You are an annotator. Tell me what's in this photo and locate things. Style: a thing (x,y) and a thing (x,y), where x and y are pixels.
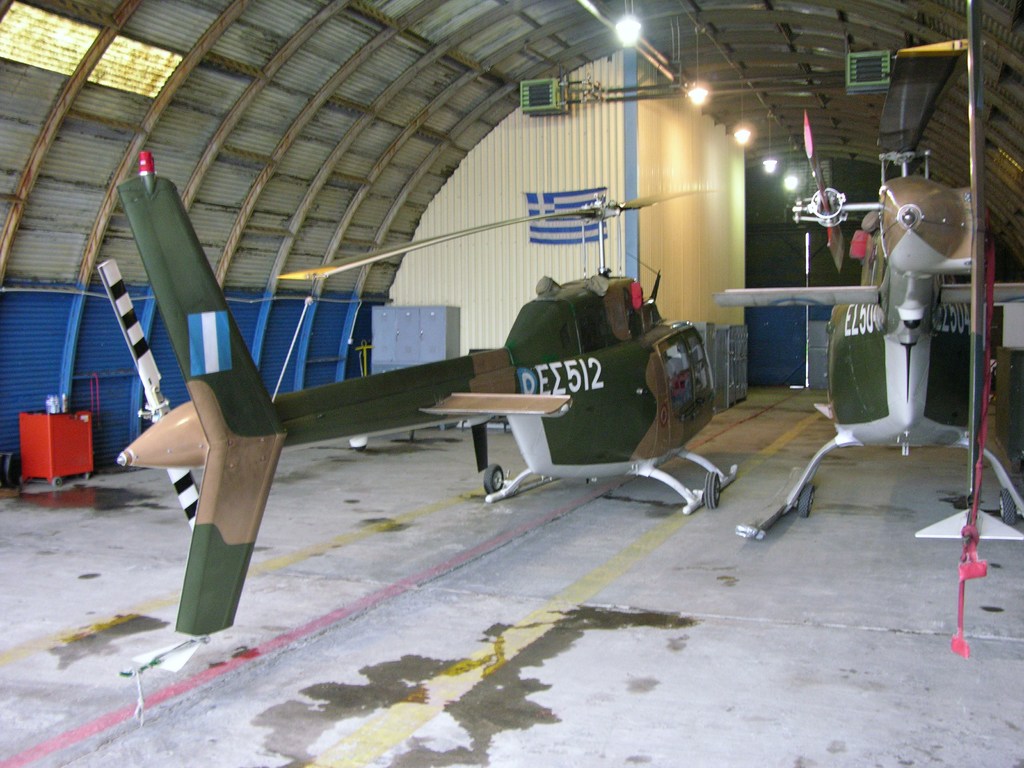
In the foreground (835,612), I can see helicopters (576,474) on the floor (818,604), flags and metal objects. In the background (1017,242), I can see a wall (759,255) and lights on a rooftop (551,9). This image might be taken in a hall (545,511).
